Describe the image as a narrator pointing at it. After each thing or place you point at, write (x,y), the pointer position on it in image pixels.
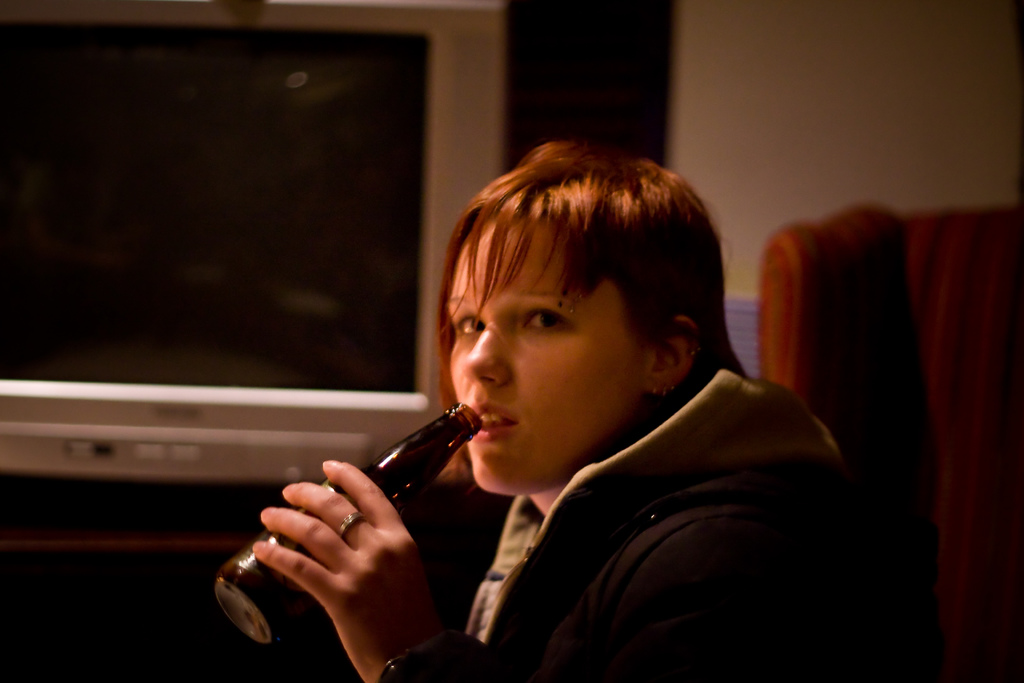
In this image we can see a woman (603,584). She is wearing a jacket (577,550) and holding a bottle (405,438) in her hand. In the background (314,122), we can see a television (241,377), table (79,586), wall (807,143) and a chair (944,372).
